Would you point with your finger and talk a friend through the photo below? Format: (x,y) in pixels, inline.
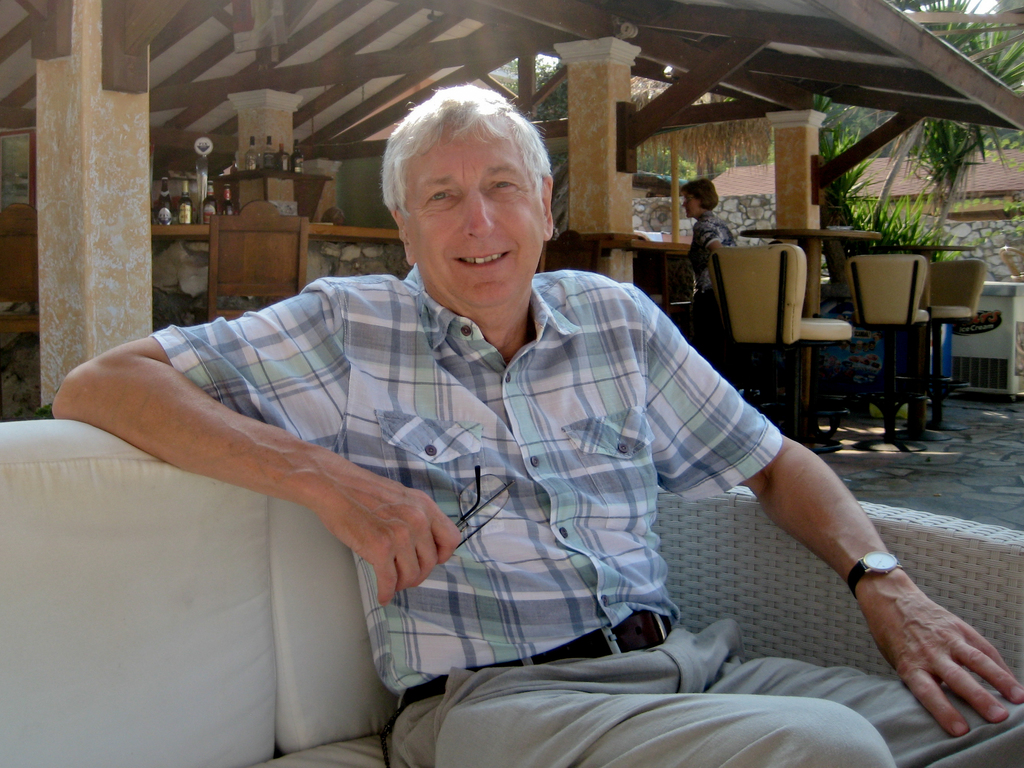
In this image in the foreground (421,445) there is one person (534,449) who is sitting on a couch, and he is holding a spectacles (501,492). And in the background (859,313) there are some tables (958,247) and chairs (236,258) and some bottles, pillars (600,175) and one person (703,186), trees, house (907,170). At the top (525,78) there is ceiling (337,78) and some poles (946,78), and on the right side (1004,331) there is some object (992,322).
